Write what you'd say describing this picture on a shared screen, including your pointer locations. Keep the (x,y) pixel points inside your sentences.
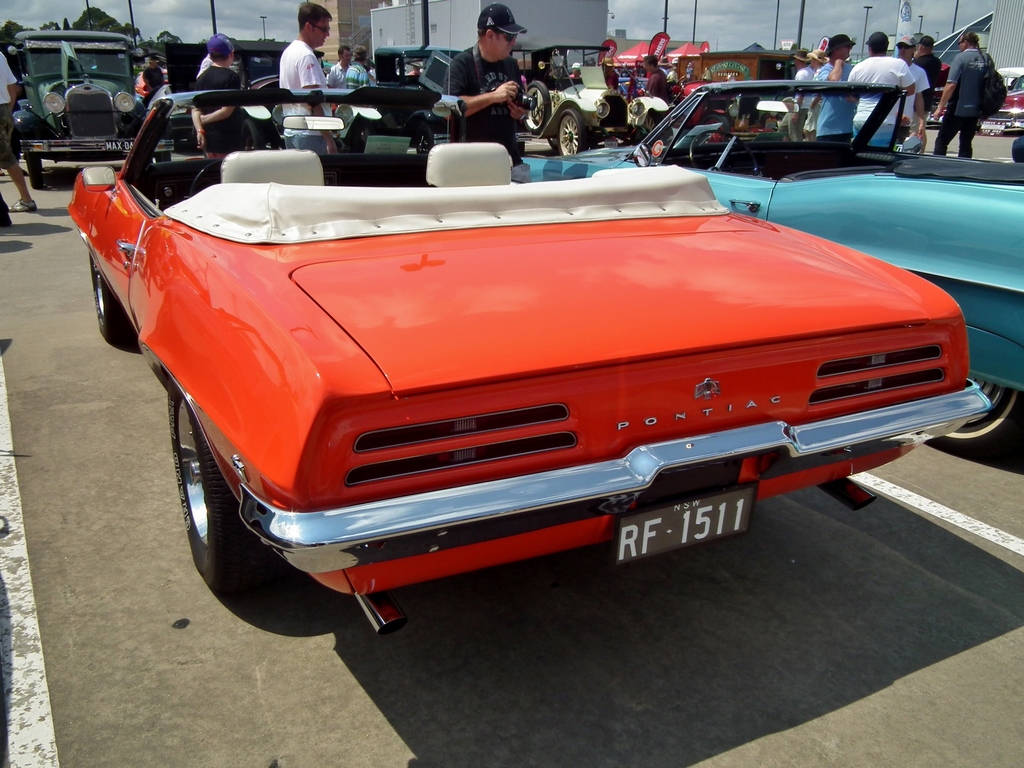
In this picture we can see a group of people (911,62), vehicles (769,199) on the road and in the background (726,25) we can see poles (801,16), trees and the sky (744,30).
